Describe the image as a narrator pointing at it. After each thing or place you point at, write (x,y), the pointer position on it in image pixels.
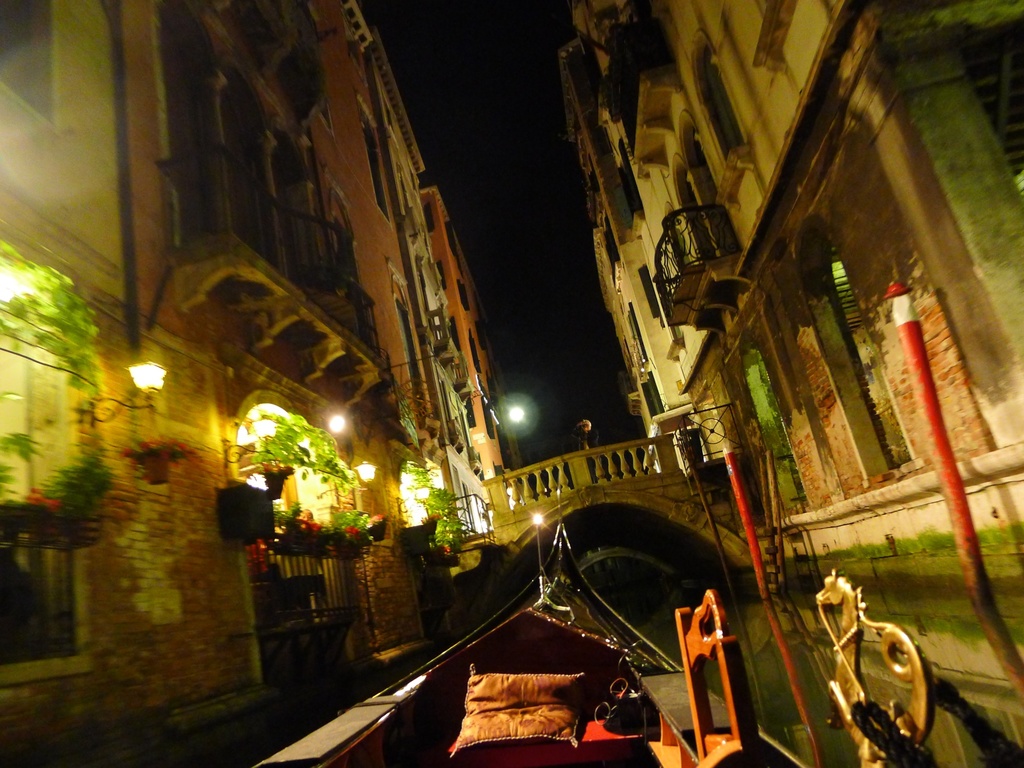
In this image we can see buildings (826,392), plants (291,518), lights (374,468), flowers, bridge (612,464), poles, water (961,617), boat (421,741), and sky (518,273).
